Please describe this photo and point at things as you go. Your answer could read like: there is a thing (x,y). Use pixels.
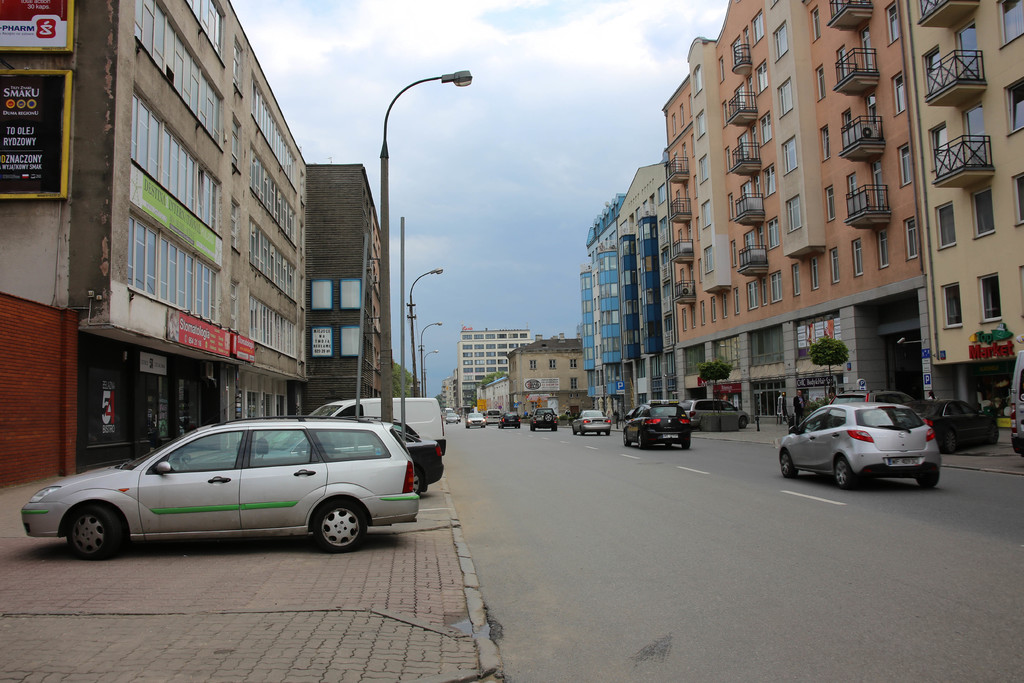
In this image, we can see a few buildings (932,338), glass windows (989,296), walls (970,304), railings (965,152), hoardings (13,139), boards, poles (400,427) with lights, trees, vehicles (855,421). At the bottom (546,541), we can see a footpath (419,637) and road (675,563). Background (523,152) there is a sky (488,227).
